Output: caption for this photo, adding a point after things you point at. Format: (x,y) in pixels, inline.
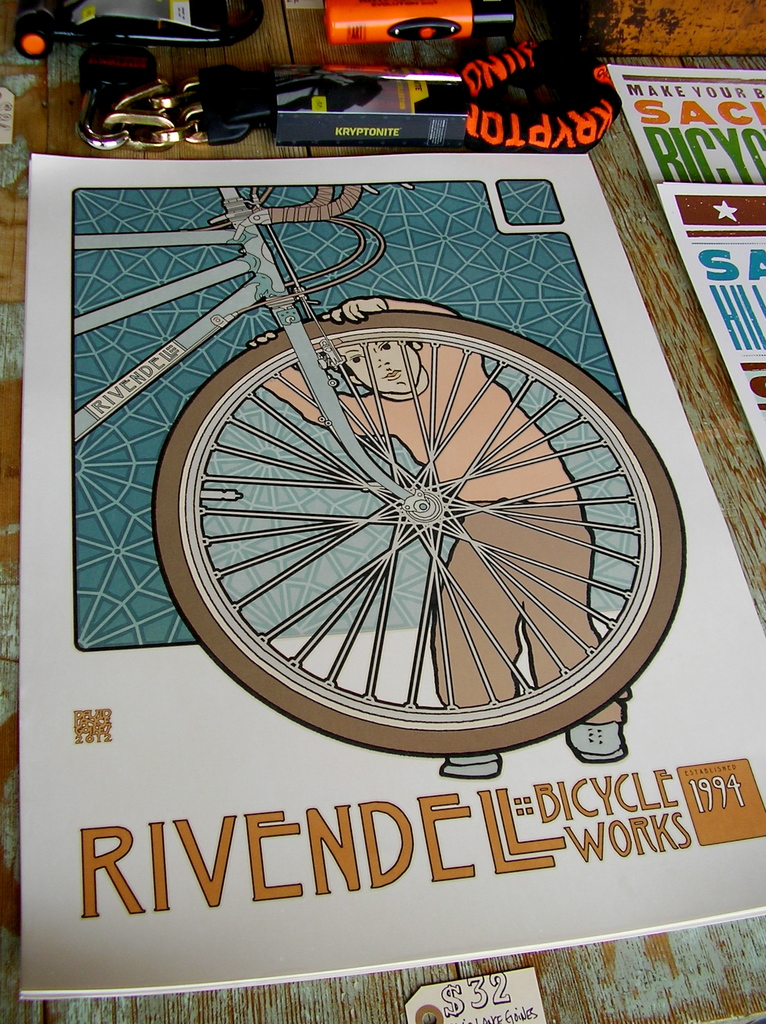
This picture shows a poster (376,329) and few posters (713,75) on the side and we see a torch (384,38) and a chain (191,115) and few articles (299,90) on the table (379,1006) and we see a price tag (446,995) at the bottom (421,999).
